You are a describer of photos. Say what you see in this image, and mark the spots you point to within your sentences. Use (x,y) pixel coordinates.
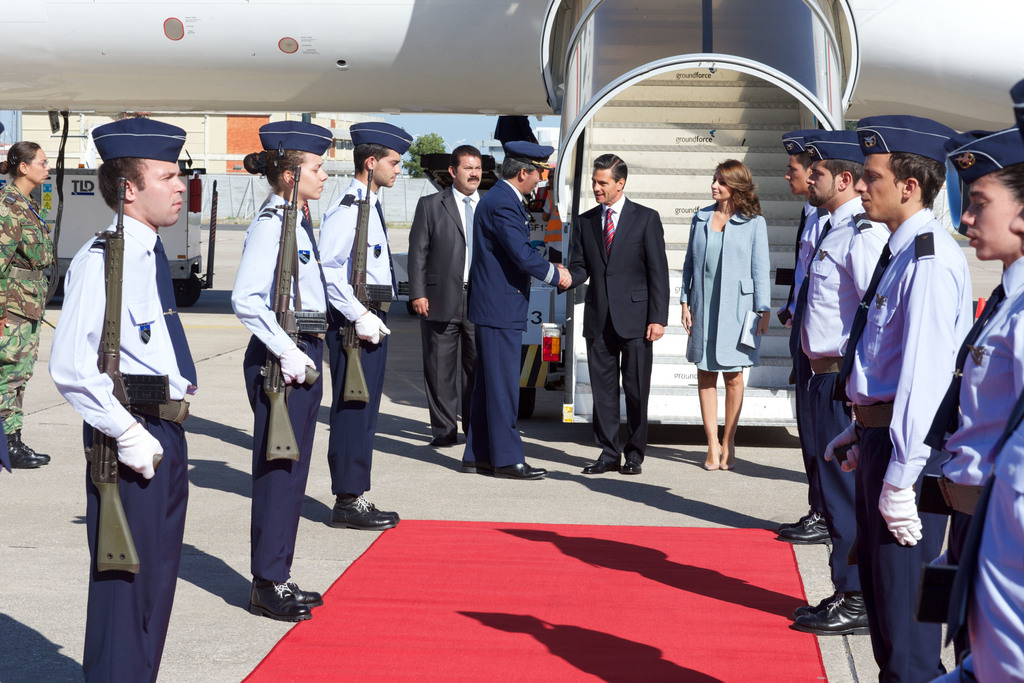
In this image I can see in the middle (620,258) a man (645,348) is standing and speaking, he wore a black color coat (624,287), trouser (644,337). Beside him a beautiful woman (724,295) is also standing, behind them there is the staircase (689,115) of an aeroplane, few people (363,422) are standing on either side of this image, holding the weapons (287,408), wearing the caps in blue color. At the bottom (563,592) it is the red carpet (509,592).
